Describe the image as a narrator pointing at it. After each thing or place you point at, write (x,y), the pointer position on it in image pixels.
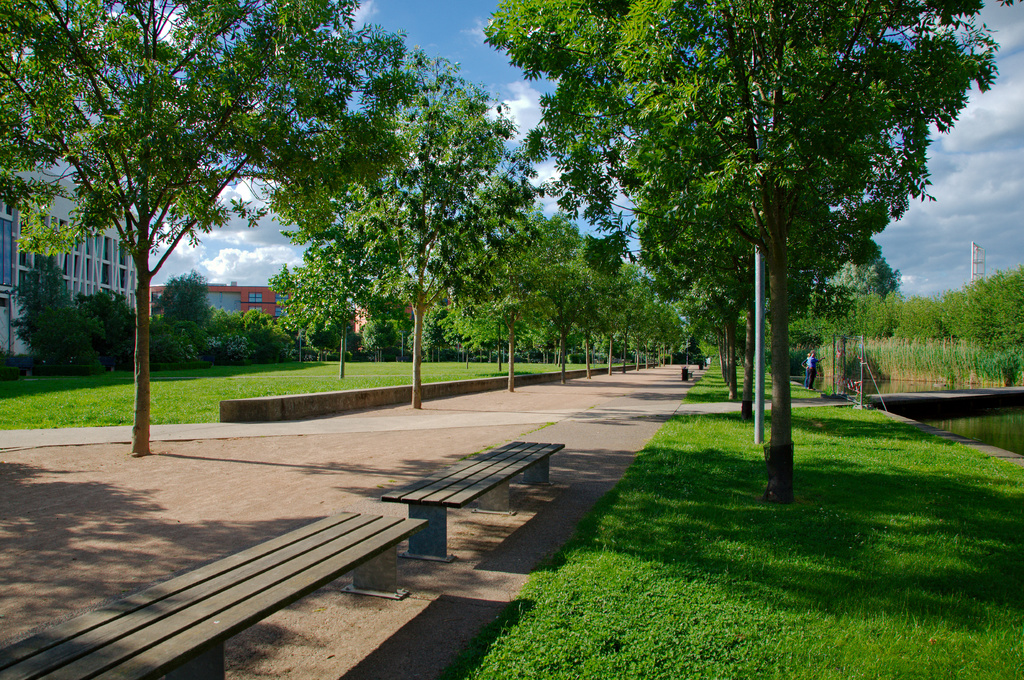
In this image on the right side (710,253) and left side (316,326) there are some trees (979,292) and some plants (353,335), on the left side (89,239) there are some houses (70,257). At the bottom (171,534) there is a walkway (186,536), grass (770,547) and benches (320,543). At the top of the image (470,48) there is sky (906,223), and on the right side (973,433) there is one pond (982,421) and tower (974,244).
